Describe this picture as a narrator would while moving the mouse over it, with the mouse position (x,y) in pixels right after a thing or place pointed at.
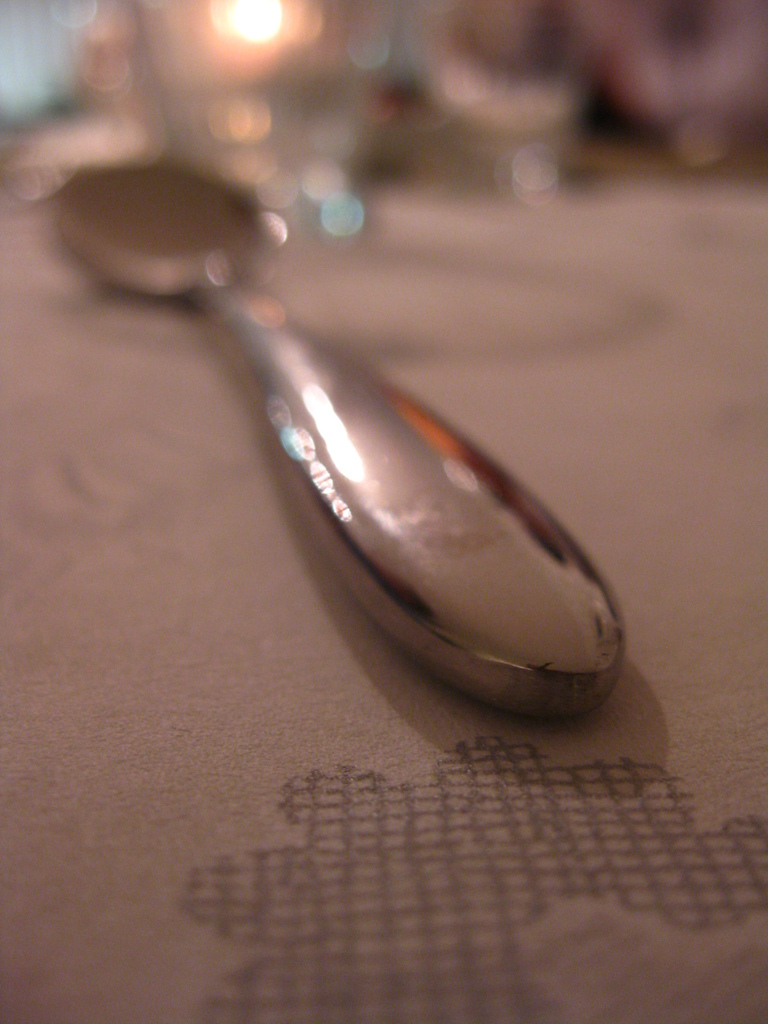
In this picture there is a table (751,765) covered with cloth (138,566). In the center of the picture (375,490) it is spoon (215,303). At the top (226,97) it is blurred, we might see glass like objects (361,80) and light (254,36).
